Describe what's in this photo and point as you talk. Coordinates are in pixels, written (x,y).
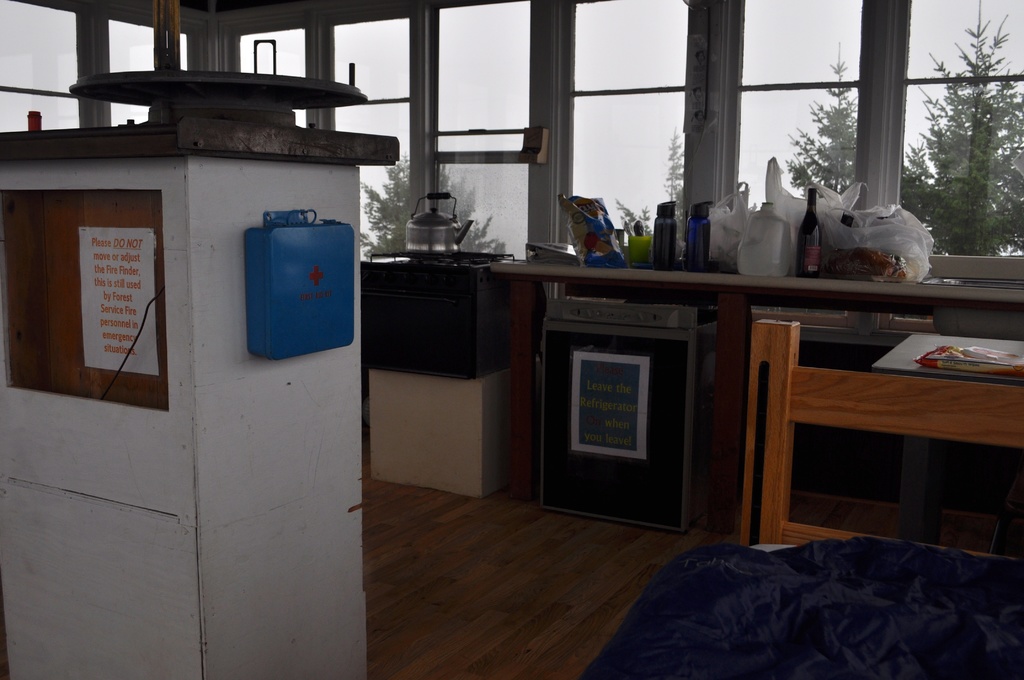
In this picture I can see a kettle (417,250) on the stove (407,328), there are bottles (699,250), bags (769,178) and some other objects (584,251) on the cabinet (993,280), there is a refrigerator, there is a first aid box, there is a wooden frame (833,407) and there are some other objects (608,238), there are windows (35,38) and in the background (810,159) there are trees (810,149).
